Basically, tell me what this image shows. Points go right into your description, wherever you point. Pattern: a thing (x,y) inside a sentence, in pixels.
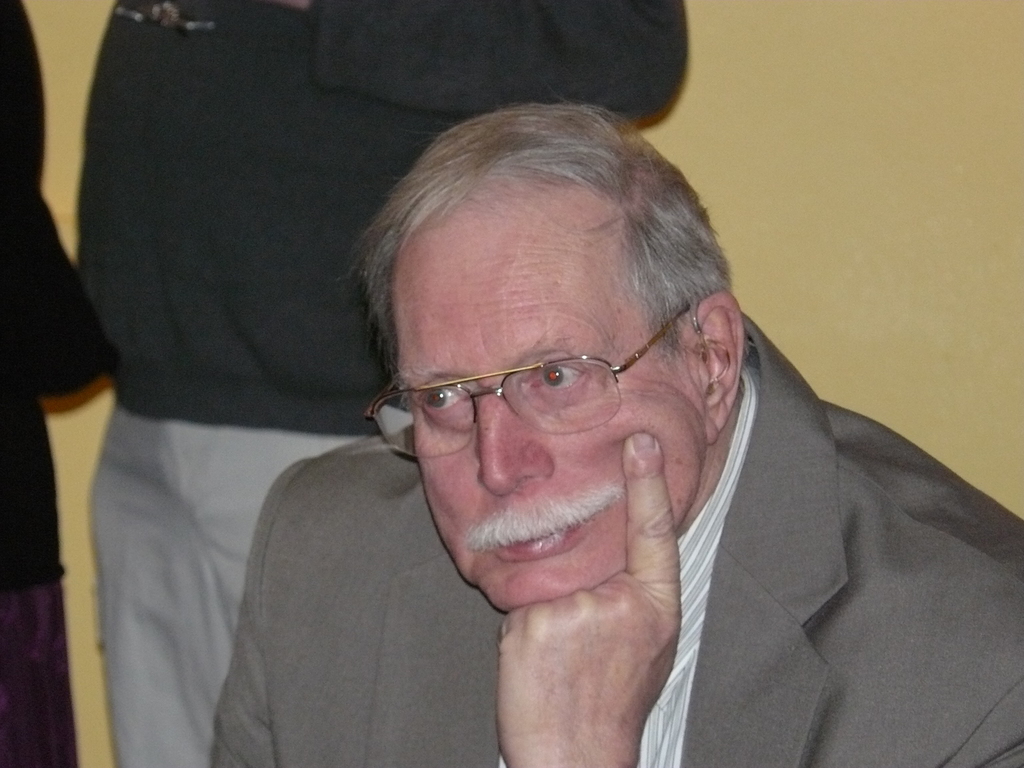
In this picture I can see a man (550,324) who is wearing formal dress (730,542) and I see that he is wearing spectacle (571,386). In the background (235,116) I see 2 persons (160,145) and I see the wall (808,169).
